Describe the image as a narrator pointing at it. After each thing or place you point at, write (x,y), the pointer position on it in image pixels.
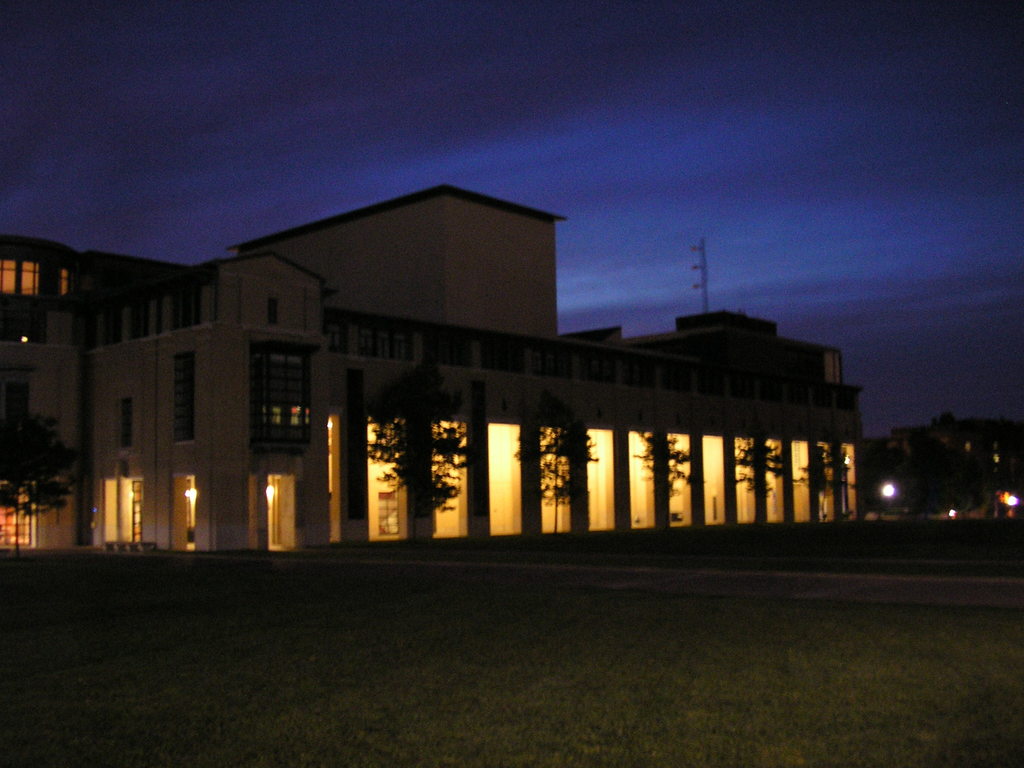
In this picture we can see some grass (987,522) on the ground (885,584). There are trees (967,502), buildings (509,455), lights (995,461) and the sky (682,291).
